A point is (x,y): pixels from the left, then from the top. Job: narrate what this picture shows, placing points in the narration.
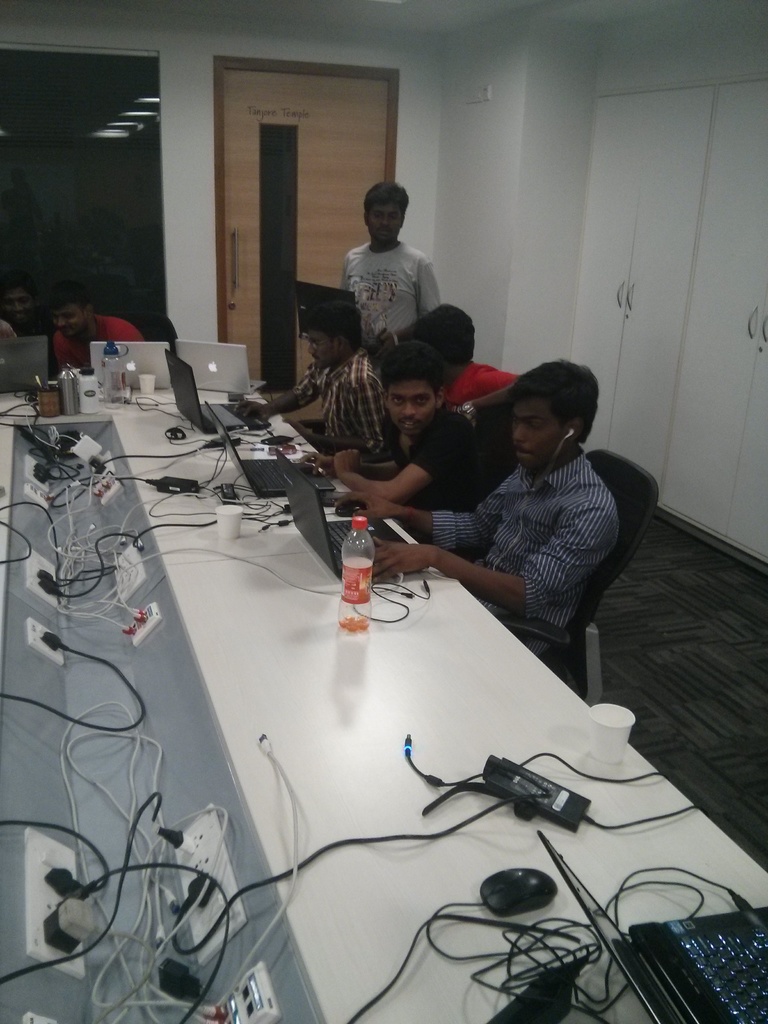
As we can see in the image there is a wall (490,174), door (313,149), few people (504,485) sitting on chairs (505,464) and there is a table (295,724). On table (261,854) there are laptops (129,372), mouse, wires (119,536), bottle (92,404) and glasses (145,381).
